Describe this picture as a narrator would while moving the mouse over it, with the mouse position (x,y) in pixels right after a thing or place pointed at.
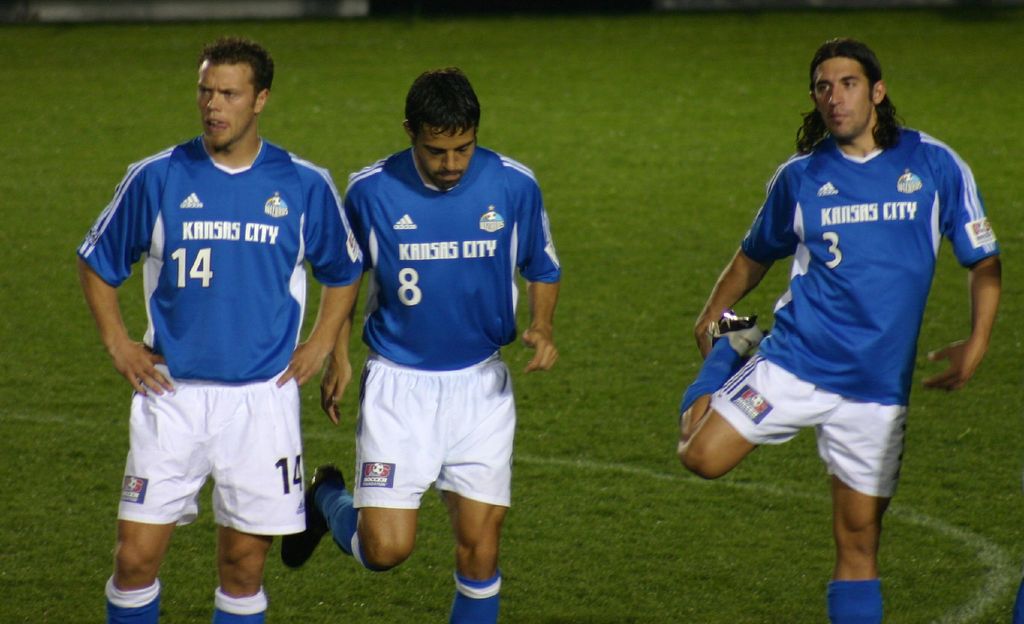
In this image in the center (342,387) there are persons (380,367) standing. In the background (579,125) there is grass (579,120) on the ground (693,168).
